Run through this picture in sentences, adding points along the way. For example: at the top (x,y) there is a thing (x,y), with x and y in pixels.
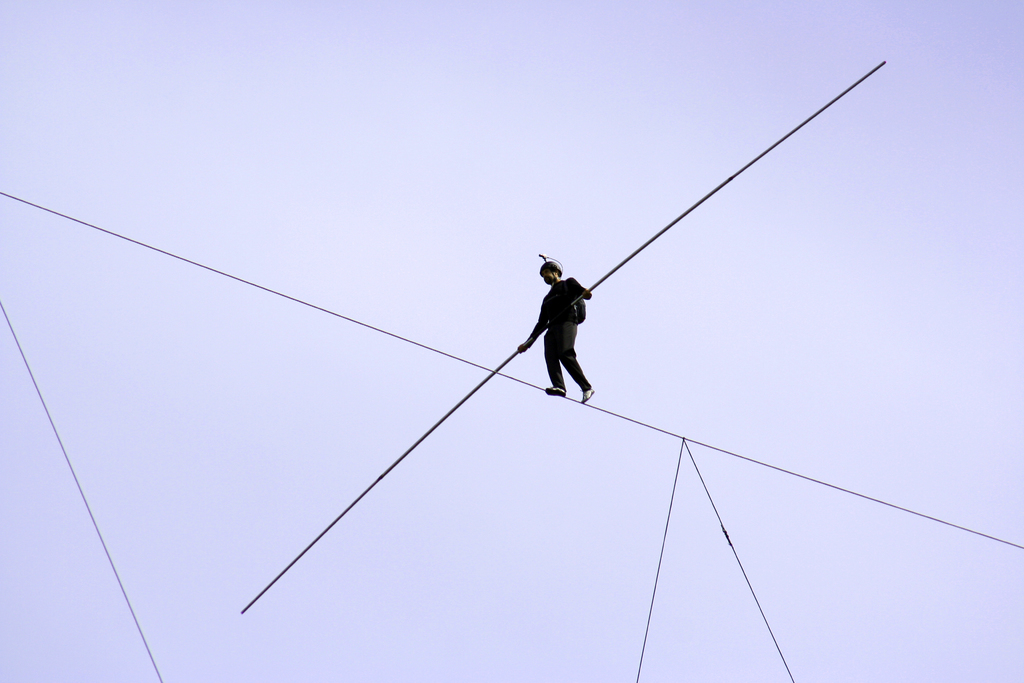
In the background (89,192) portion of the picture we can see the sky (223,255). We can see a person (536,326) in a black attire (545,337), holding a pole (717,188) in the hands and walking on a rope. In this picture we can see ropes (134,615).
